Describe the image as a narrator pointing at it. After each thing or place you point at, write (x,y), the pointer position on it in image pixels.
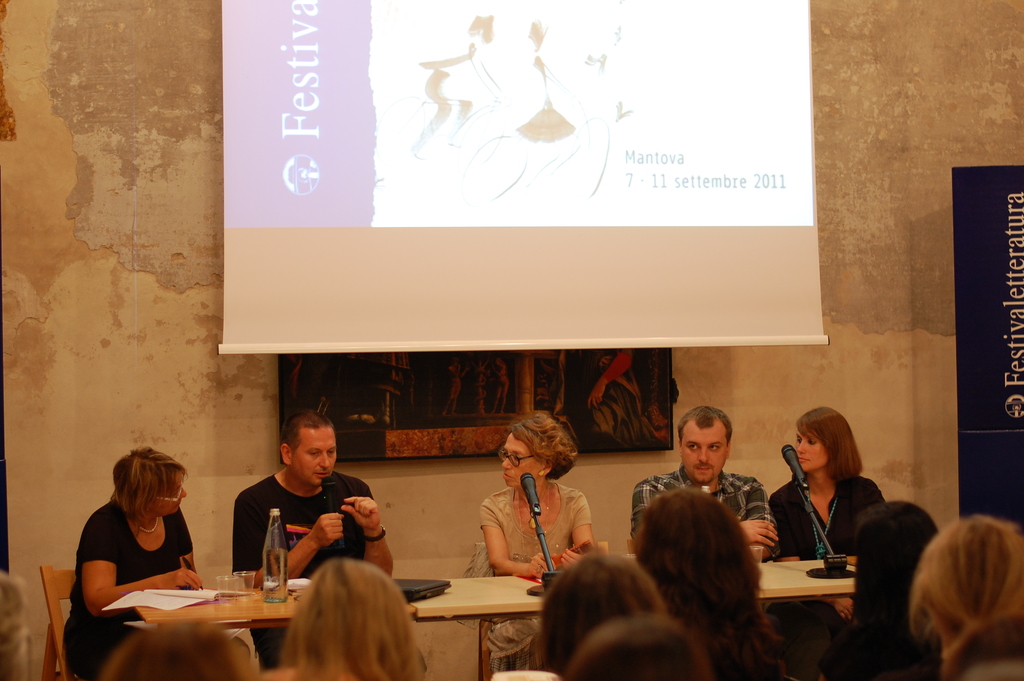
In this picture we can see a group of people (177,531), some people (249,512) are sitting on chairs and a man (306,486) holding a mic (333,495) with his hand (331,524). In front of them we can see tables (266,604) with mics (549,557), glasses (239,582), bottle (281,578), laptop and a book (198,599) on it. In the background (908,147) we can see the wall (876,209), screen (645,187), frame (377,400) and a name board (995,215).
